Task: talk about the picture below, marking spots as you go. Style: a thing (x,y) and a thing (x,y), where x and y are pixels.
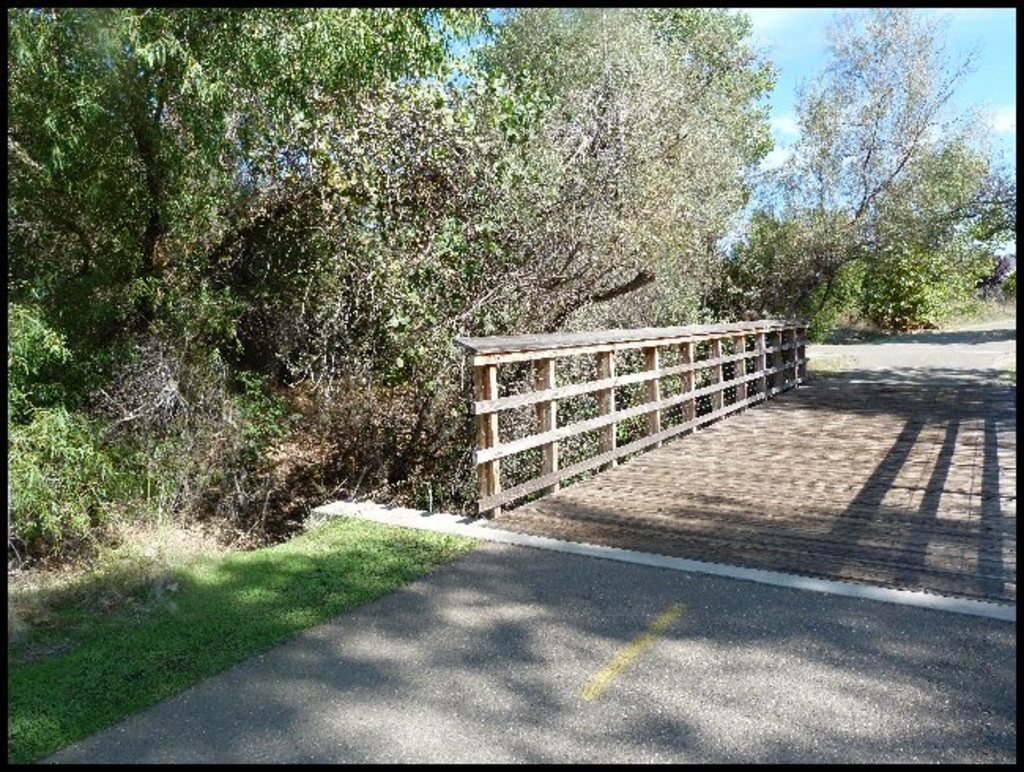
In this image I can see the road (768,606). To the side of the road (736,602) there is a railing (643,406) and many trees (632,228). In the back (969,89) I can see the clouds (1016,126) and the blue sky (981,104).
